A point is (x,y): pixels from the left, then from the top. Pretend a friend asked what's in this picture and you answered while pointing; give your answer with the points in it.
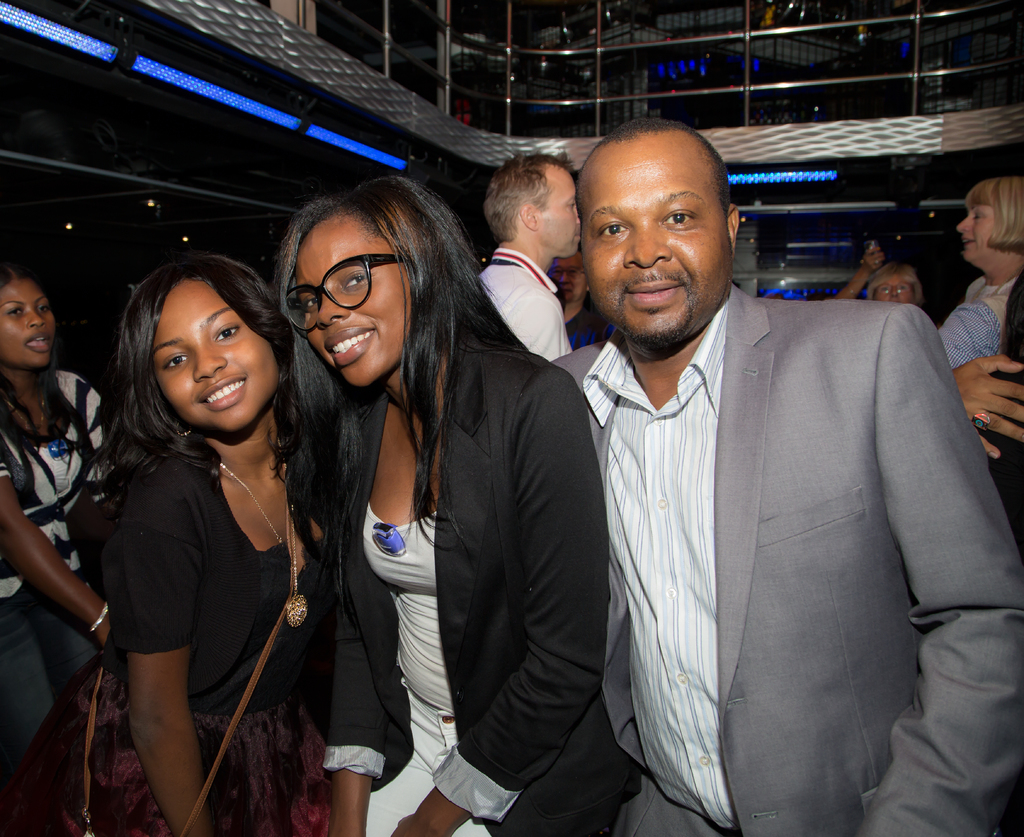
In this picture we can see some people (371,424) are standing, three persons (622,477) in the front (411,506) are smiling, we can see railing (519,51) in the background (535,56).
